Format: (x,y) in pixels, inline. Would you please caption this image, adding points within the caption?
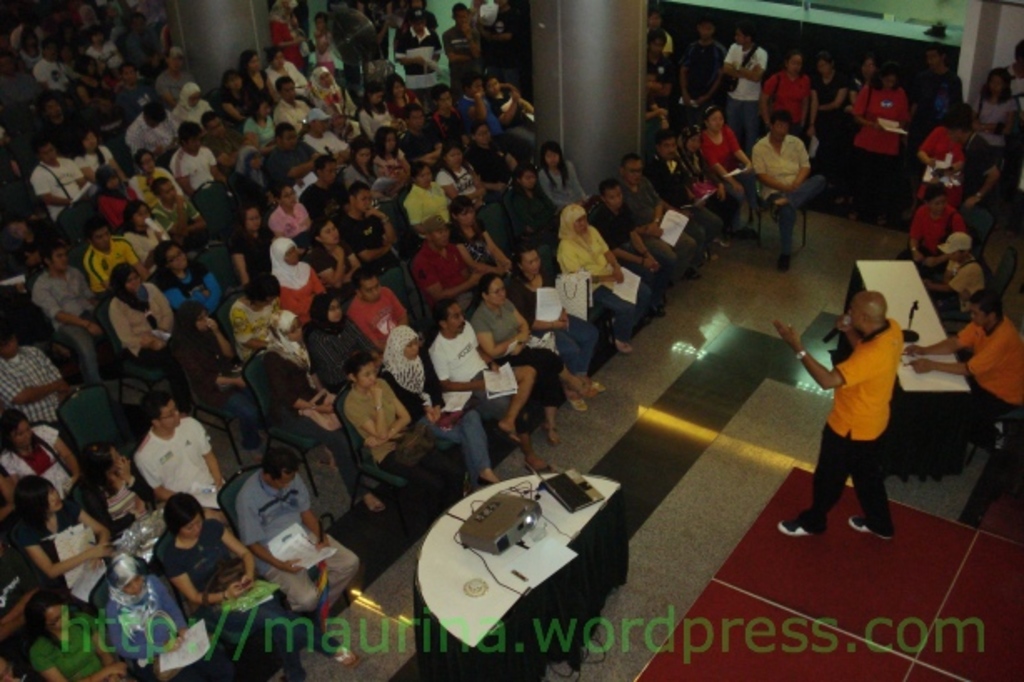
On the right (846,332) we can see people (965,345), table (904,370), stage (762,679), person (890,368) and other objects (910,327). In the foreground (564,529) there is a table (534,585), on the table (474,633) we can see cables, projector (501,525) and other objects (540,556). In this picture we can see people (360,202), chairs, pillars (547,105) and other objects (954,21).
